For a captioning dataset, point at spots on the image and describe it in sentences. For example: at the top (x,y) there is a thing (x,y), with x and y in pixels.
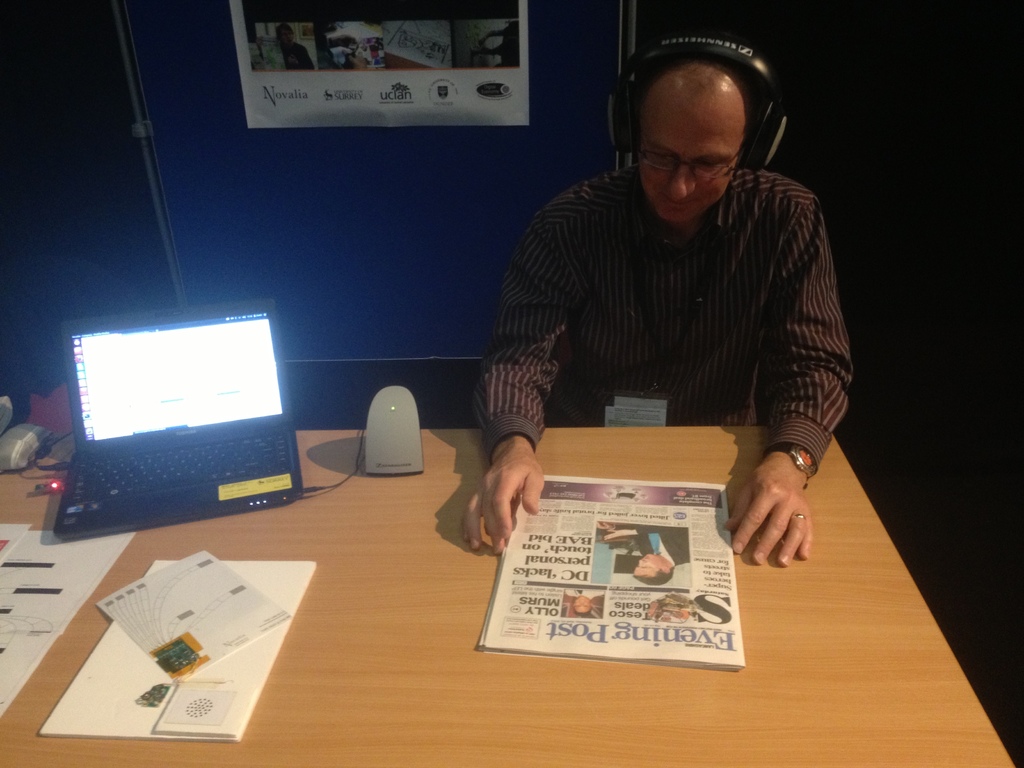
At the bottom of the image (417,536) there is table (587,705). On the table (732,697) there is a newspaper (579,619), laptop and some other things (173,627) on it. Behind the table (691,705) there is a man (572,309) sitting and he kept headphones (638,67) and spectacles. Behind him there is a wall (209,35) with a poster (381,69).
